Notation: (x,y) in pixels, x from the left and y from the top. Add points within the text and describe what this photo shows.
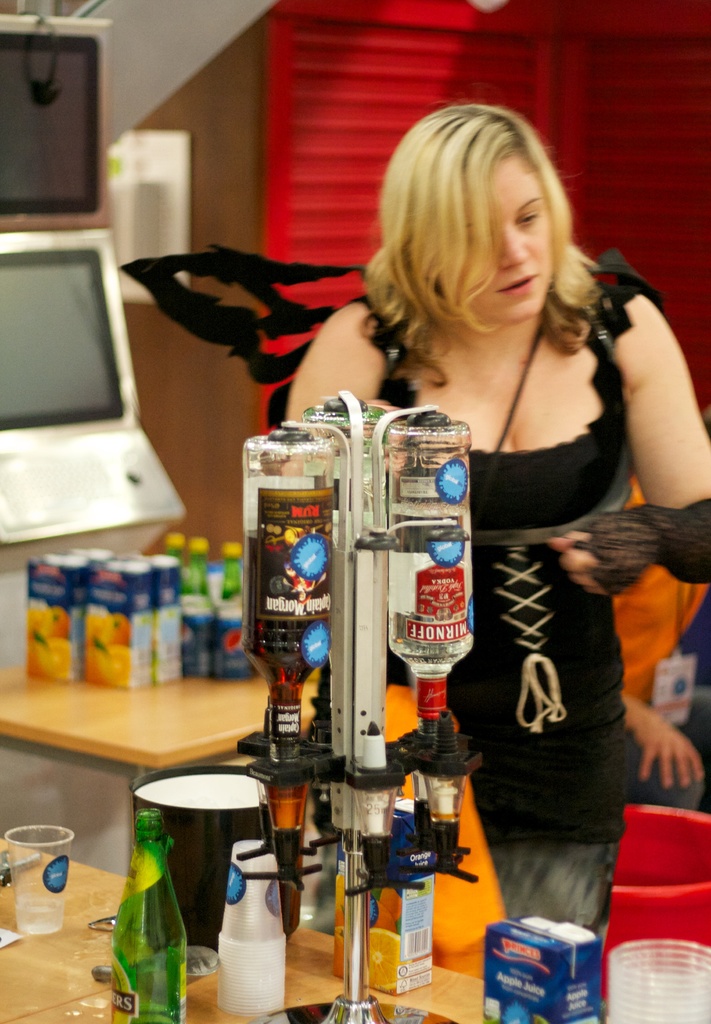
In this picture we can see a woman (475,709) standing, bottles (149,965), glasses (260,950), boxes (429,909), tables (230,697), monitor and at the back of this woman (478,626) we can see a person (633,628), wall (236,146).
